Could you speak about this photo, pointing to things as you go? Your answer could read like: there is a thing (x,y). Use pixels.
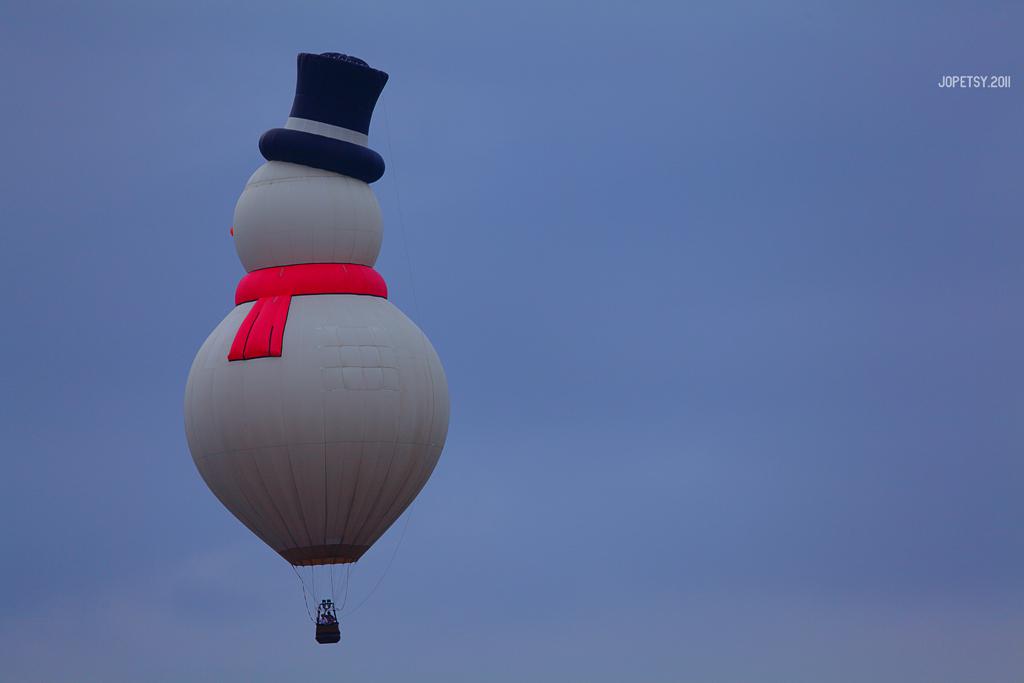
In this image I can see a hot air balloon (211,398) which is in white, red and black color and I can see few persons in the hot air balloon (314,149). Background (814,155) I can see sky (617,243) in blue color.
